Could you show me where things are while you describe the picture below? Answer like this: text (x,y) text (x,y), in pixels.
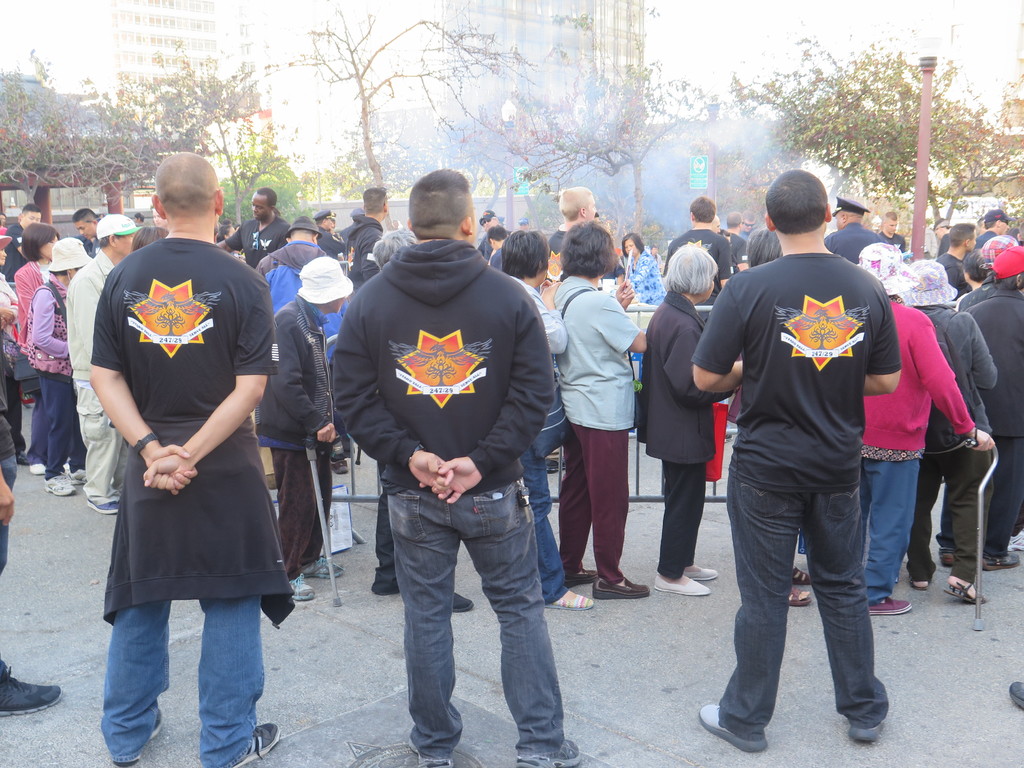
In this image I can see few people (444,375) standing, wearing black t shirts (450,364) and they are facing their backs (774,367). There are people (797,367), fence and smoke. There are poles (716,167), trees (892,158) and buildings (471,42) at the back (482,51).
